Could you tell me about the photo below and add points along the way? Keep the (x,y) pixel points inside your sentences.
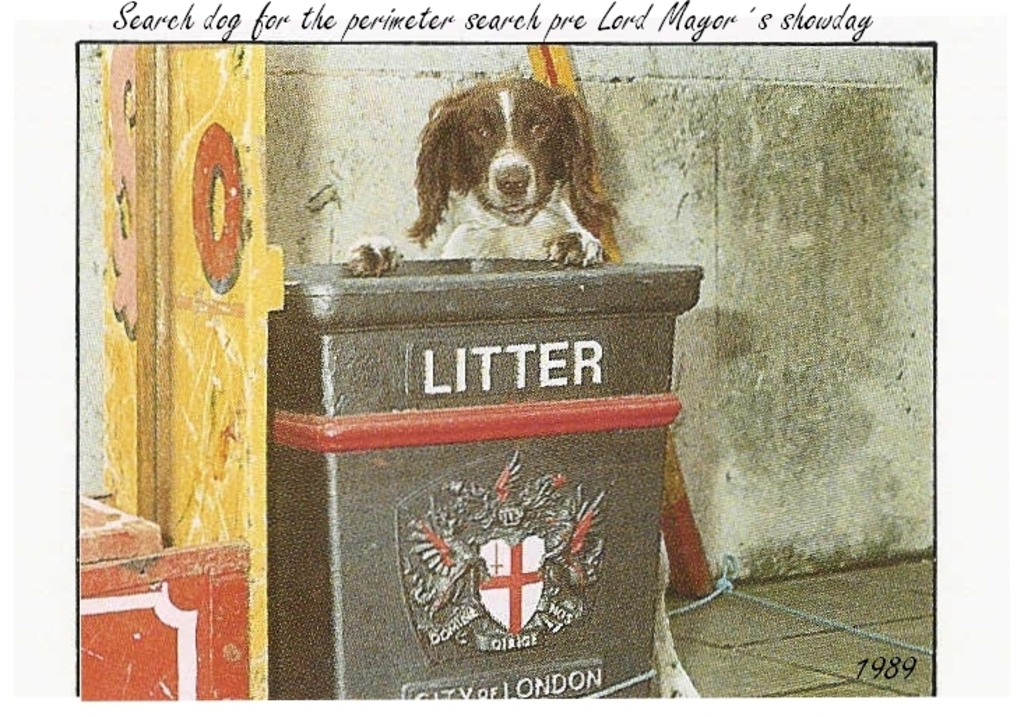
In this image there is a dog (533,212), there is a dustbin (457,433) towards the bottom of the image (458,554), there is text (462,369) on the dustbin (533,442), there is floor (822,585) towards the bottom of the image (799,655), there are numbers (881,674) towards the bottom of the image (907,673), there is an object (551,71) towards the top of the image (539,52), there is a rope (727,584), there is text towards the top of the image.
